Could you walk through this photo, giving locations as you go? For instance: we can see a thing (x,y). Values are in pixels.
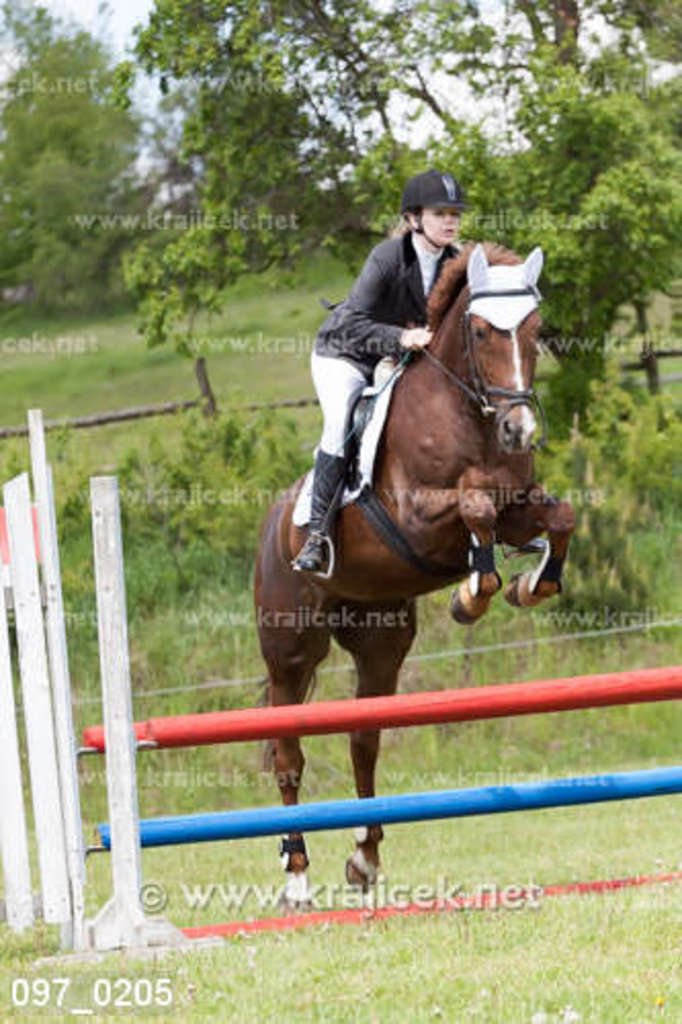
In this image, we can see a person (347,330) riding the horse (394,476). There are a few poles (174,830). We can see the ground (281,947) covered with some grass (264,788). There are a few plants (139,552), trees (307,183). We can also see the fence (644,357). We can see the sky (80,29) and some text (126,995).
